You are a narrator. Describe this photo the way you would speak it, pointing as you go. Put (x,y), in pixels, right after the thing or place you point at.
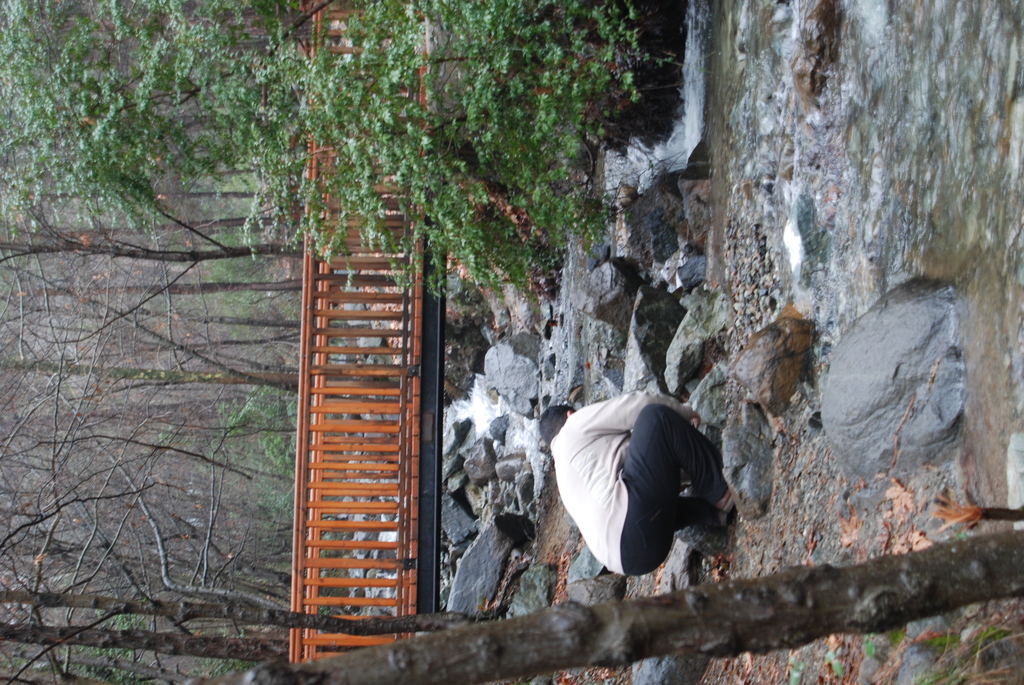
In this image we can see this person (724,503) wearing T-shirt (594,540) and black trouser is on the rocks (867,429). Here we can see the water (1005,274), we can see rocks (610,346), wooden bridge (307,578) and trees (459,163) in the background (533,131).
